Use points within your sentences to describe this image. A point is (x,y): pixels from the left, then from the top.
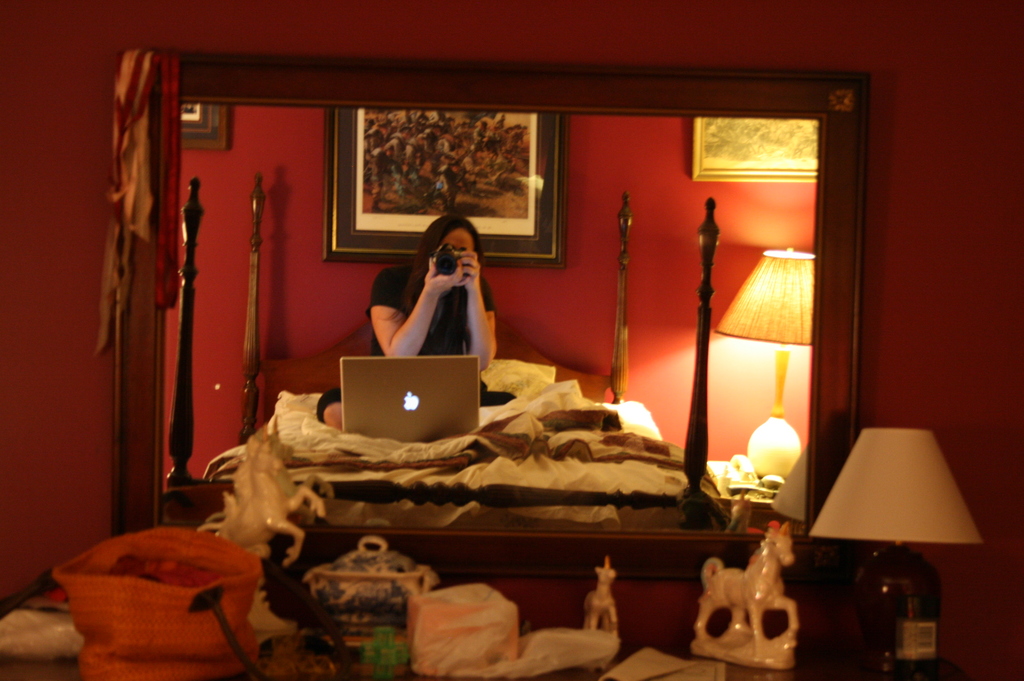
At the bottom of the image (832,667) there is a table (801,661) on which there are objects (510,632). There is a mirror (631,351) in which there is a reflection (438,324) of a woman (408,301). There is a laptop (462,407), bed (525,433), photo frame (369,196). In the background of the image (15,8) there is wall (92,52).
